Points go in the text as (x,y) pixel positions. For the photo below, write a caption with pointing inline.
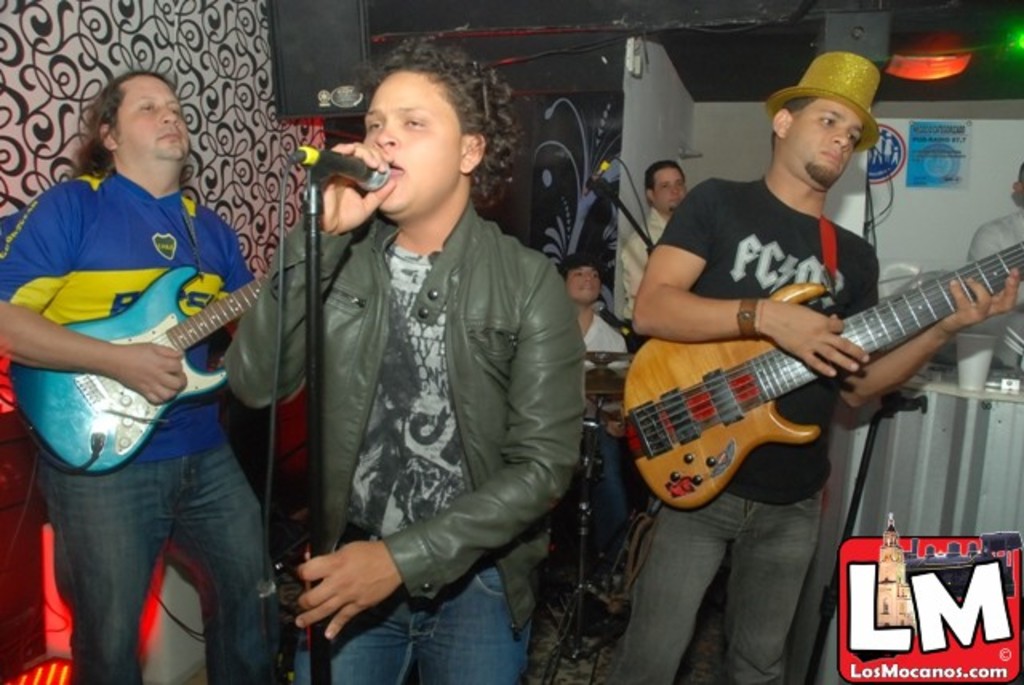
On the background (255,98) we can see a decorative wall (241,85) and posters (918,165) over a wall (978,160). We can see persons (836,286) standing and playing guitar (672,379). In the middle (464,363) we can see a man (401,232) standing in front of a mike (380,175) and singing. On the background (589,306) we can see a man (597,328) playing drums (600,360) and few persons (973,237) standing. We can see a glass (976,359) here on the table (991,420).
